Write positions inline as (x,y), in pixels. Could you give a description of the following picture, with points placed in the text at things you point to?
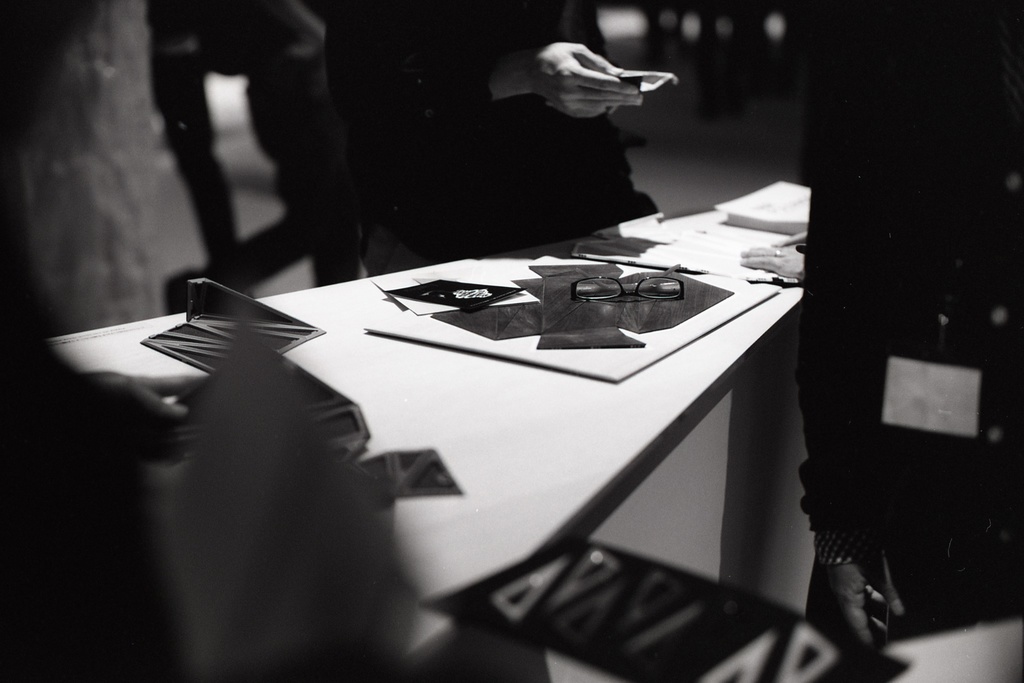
It is a black and white image, there is a table (540,376) and on the table (490,471) there are some papers (566,309) and a spectacle (640,285), in front of the table (730,371) a person (568,150) is giving some item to the person (841,436) standing on the other side of the table (679,521).
